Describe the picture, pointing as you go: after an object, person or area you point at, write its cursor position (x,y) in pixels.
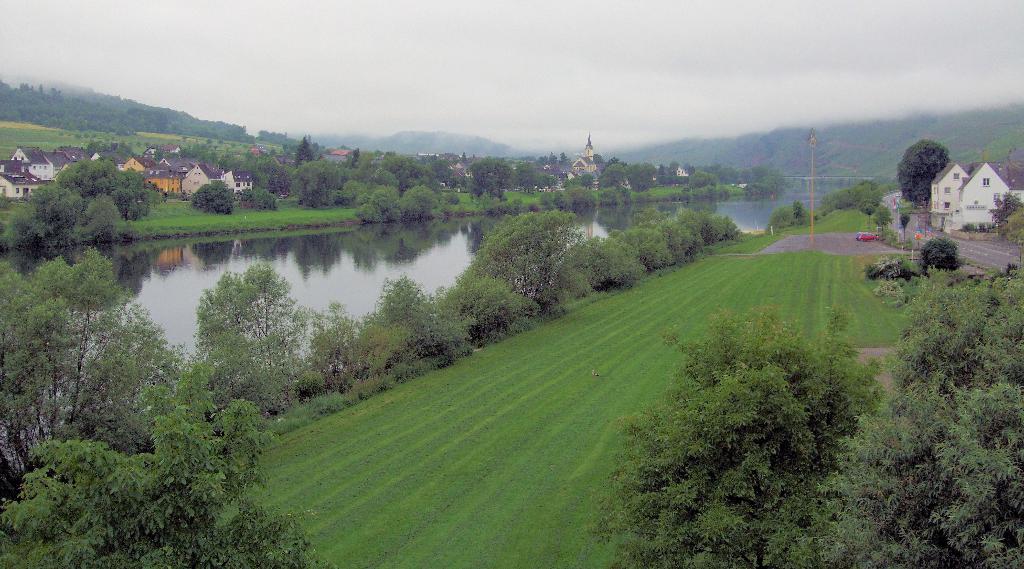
In this image I can see the ground (459,432), some grass (470,407) on the ground (620,381), the water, the road (912,228), few vehicles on the ground (892,232), few trees (941,249) which are green in color and few buildings (960,209). In the background (915,205) I can see few buildings (981,198), few trees (260,166), few mountains (499,150) and the sky (389,75).
